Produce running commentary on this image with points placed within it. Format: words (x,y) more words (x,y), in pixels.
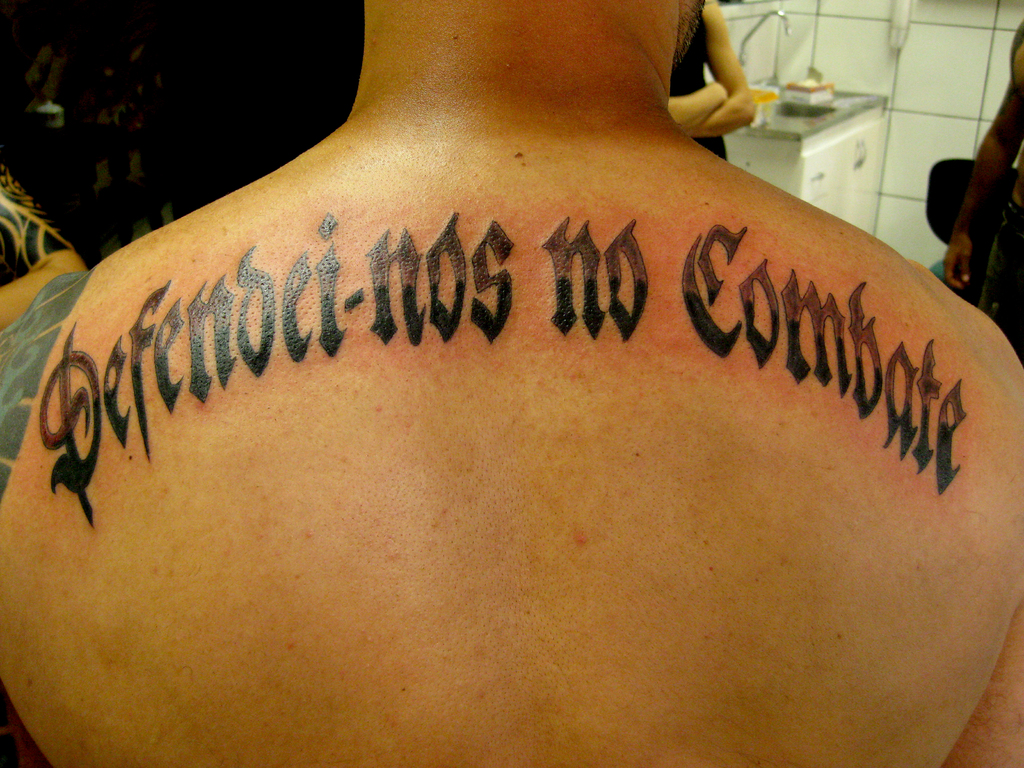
In this image there is a person (453,305) wearing a tattoo (347,305). Before him there are people (1012,223). There is a table (814,131) having few objects (791,90). Behind there is a wall (891,59).
